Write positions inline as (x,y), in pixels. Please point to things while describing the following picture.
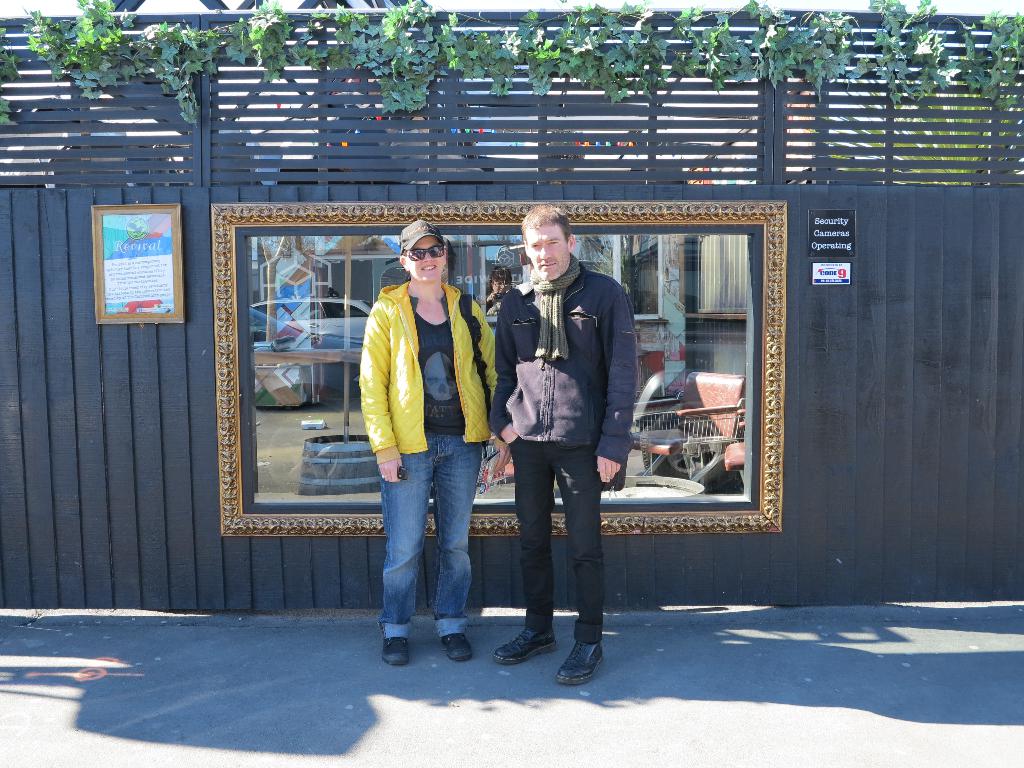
In this image we can see two persons (507,415) wearing black and yellow color dress (535,367) respectively person (418,305) wearing yellow color dress (405,354) also wearing cap (434,237) and goggles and at the background of the image (464,147) there is wooden sheet (846,309) and there is mirror (359,244) and some paintings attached to the wooden sheet (438,192) and at the top of the image (91,28) there are some plants (418,1).
